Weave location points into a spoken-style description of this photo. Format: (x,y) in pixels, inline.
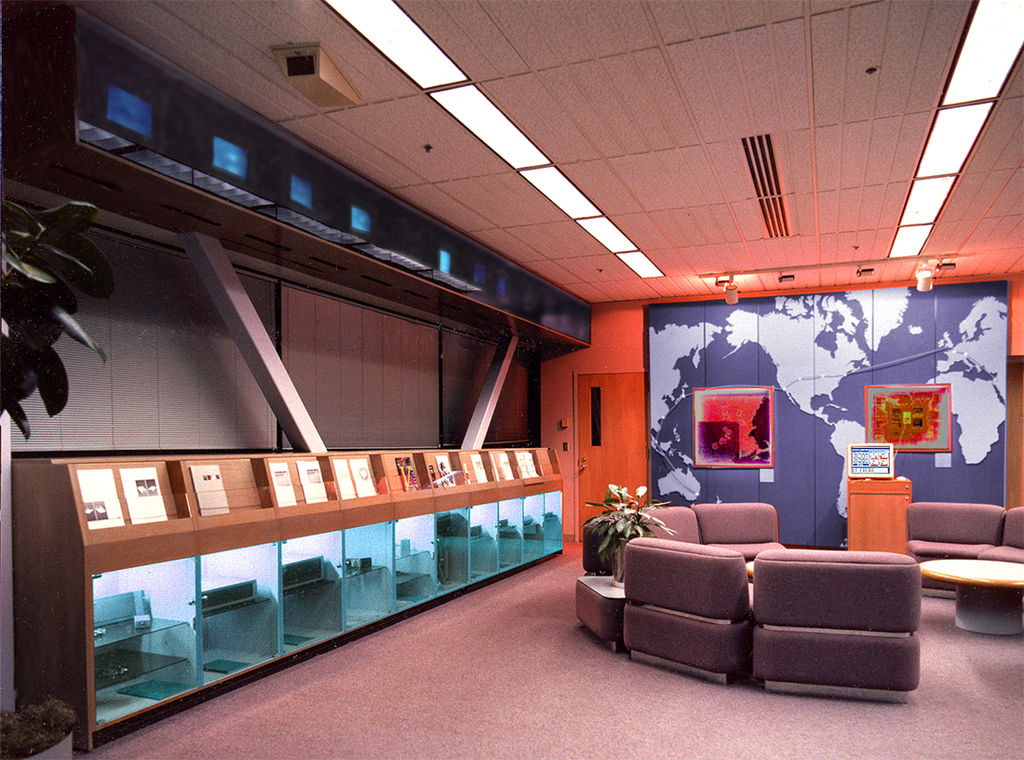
There are sofas (701,579) and this is plant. Here we can see a table (960,619). In the background (877,378) there is a wall (830,373) and these are the frames (942,386). This is floor (517,725). And these are the lights (989,53) and this is roof (597,168). Here we can see a table (183,523) and these are the glasses (358,574).
